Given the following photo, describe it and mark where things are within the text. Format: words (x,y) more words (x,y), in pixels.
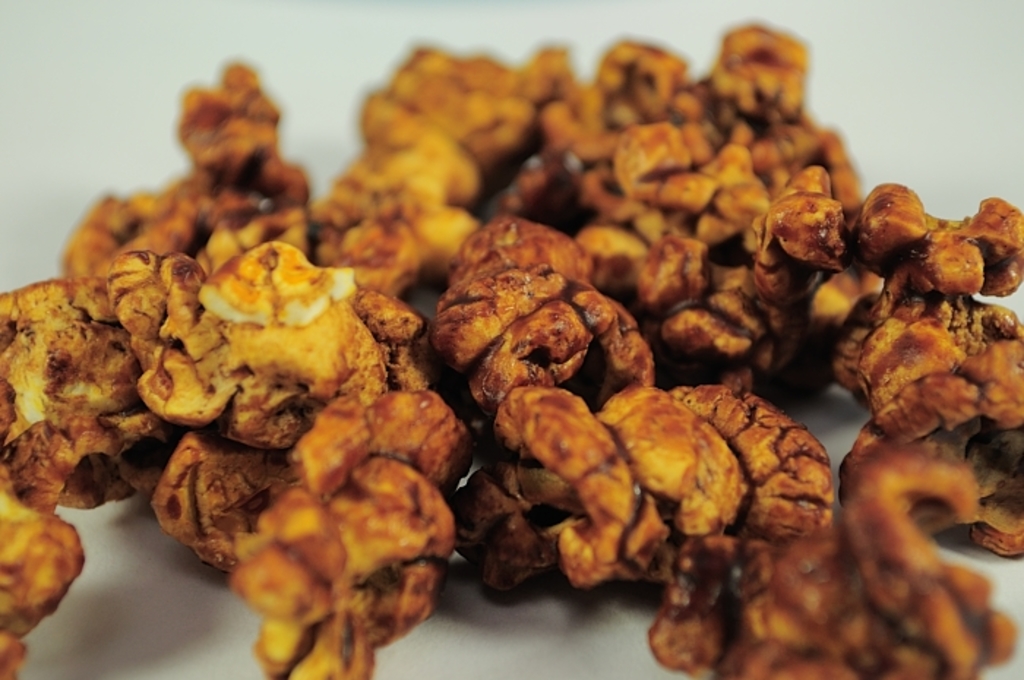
In this picture I can see there is some food (264,638) placed on the white surface (222,640). The backdrop of the image (35,162) is blurred.
